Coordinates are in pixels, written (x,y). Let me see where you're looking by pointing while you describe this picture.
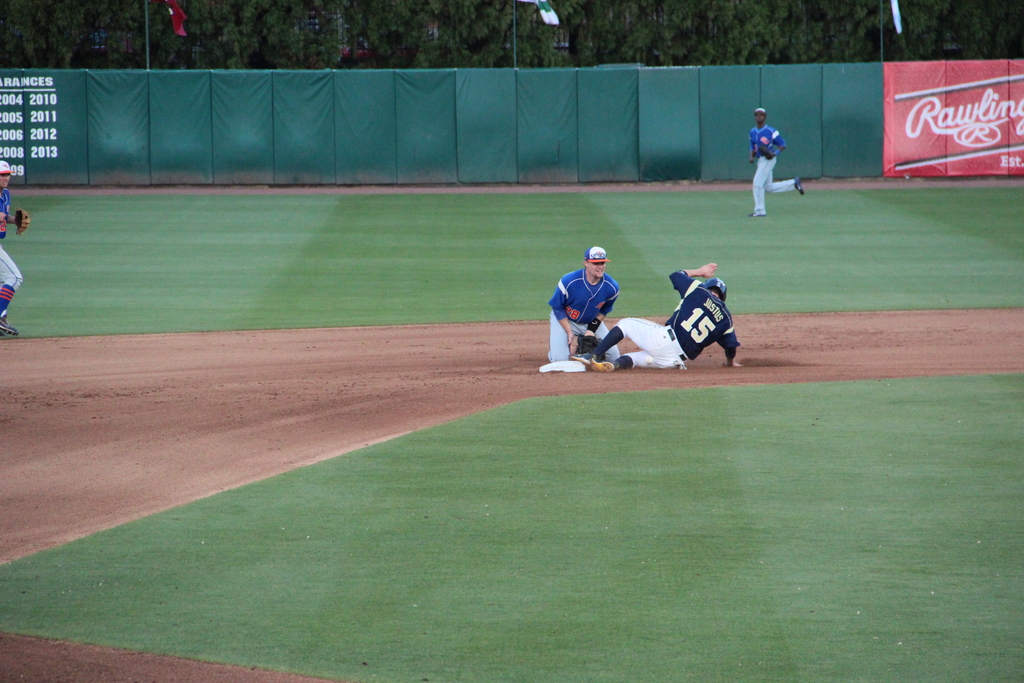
In this picture I can see a few people (620,335) wearing jerseys (597,307). I can see green grass (544,305). I can see the fence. I can see trees (801,49). I can see the flags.
